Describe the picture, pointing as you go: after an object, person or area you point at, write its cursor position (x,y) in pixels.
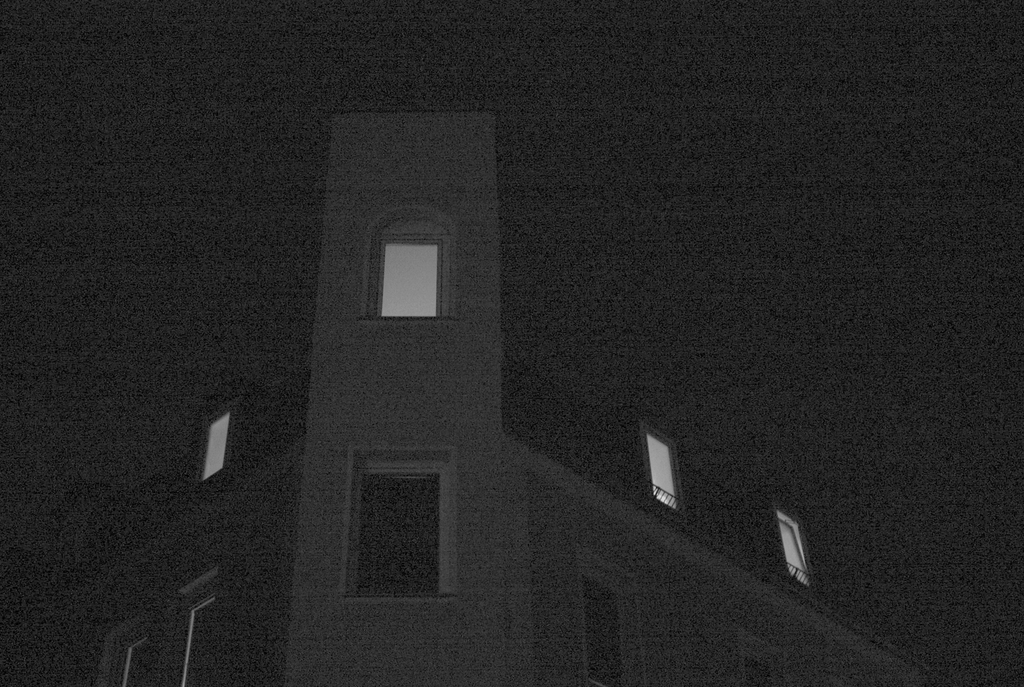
In this image there is a building (339,475) to that building (352,467) there are windows (404,299).
